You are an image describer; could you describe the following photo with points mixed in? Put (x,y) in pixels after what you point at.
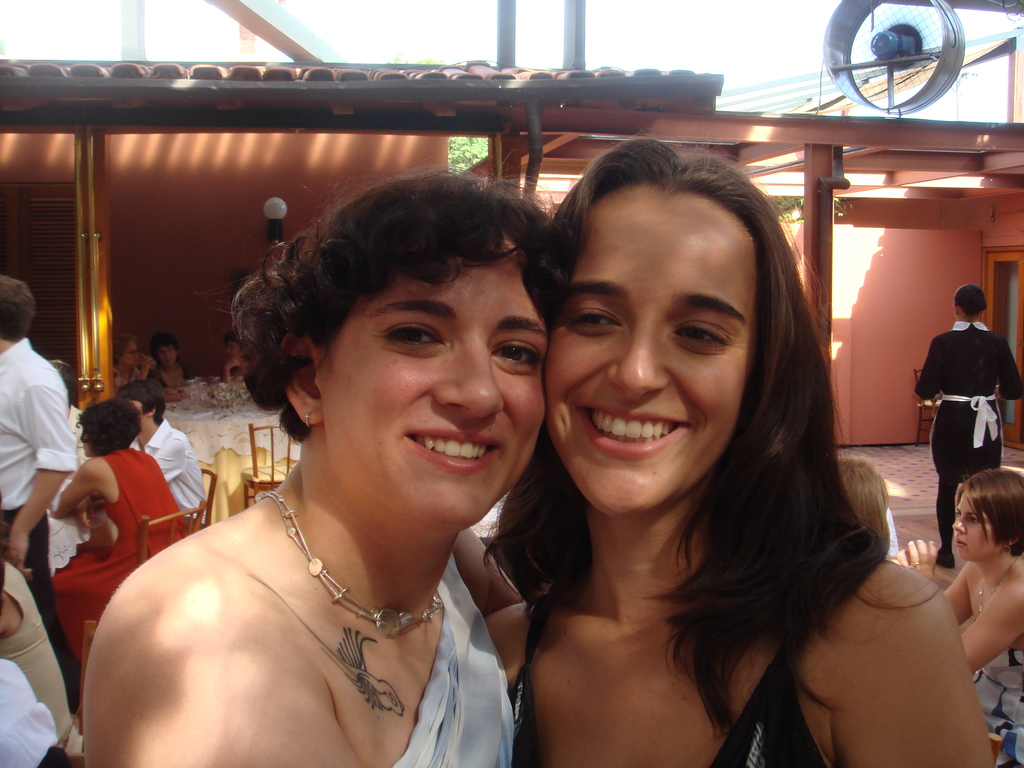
This image consists of two persons (578,545) standing in the front (307,646). In the background (37,484), there are many people (67,395). It looks like a restaurant (212,317). At the top (937,77), we can see an exhaust fan (846,62). And there is a shed (257,110).
